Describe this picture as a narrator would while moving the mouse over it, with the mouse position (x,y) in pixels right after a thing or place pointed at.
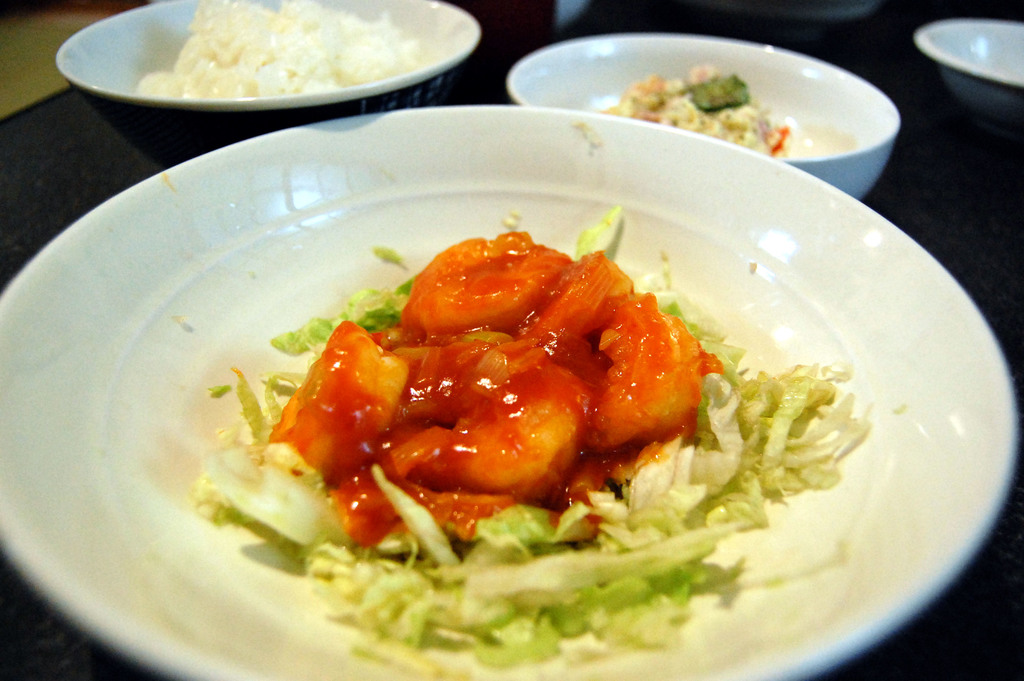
In this image we can see some food (548,419) in a plate (186,229) and bowls (605,100) which are placed on the table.
